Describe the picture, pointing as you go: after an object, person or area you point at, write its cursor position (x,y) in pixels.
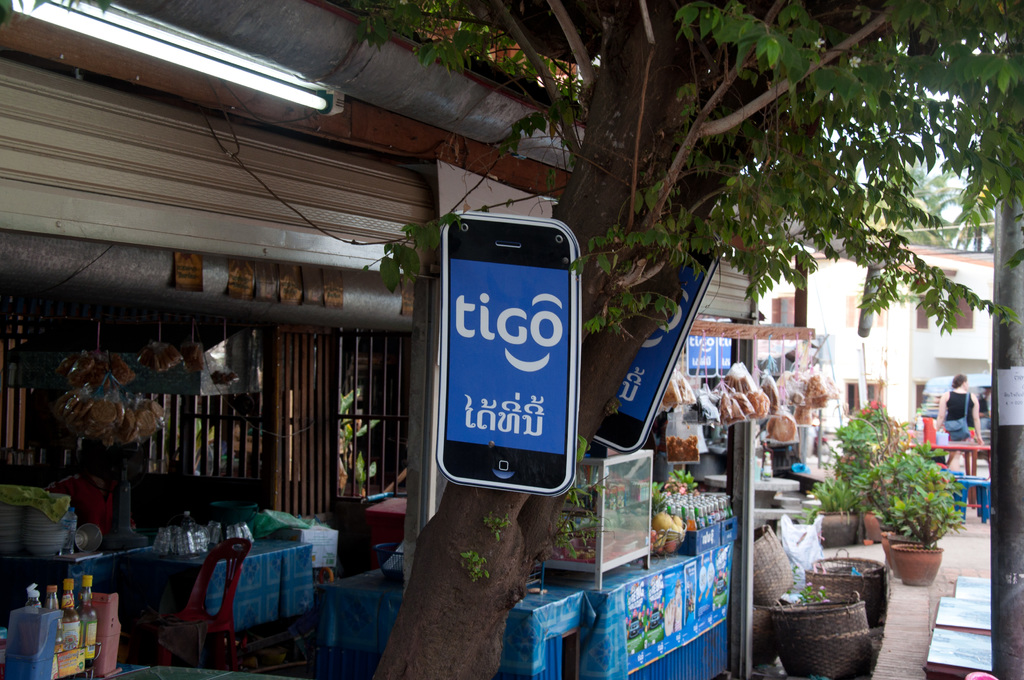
In this picture on the right side (996,494), we can see a pole (1023,315) and a woman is wearing a back pack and standing behind the table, flower pot (939,550), plant (939,536), buildings (933,350). In the middle (548,451), we can also see a tree (688,171), mobile (487,476). On the left side (155,513), there is a stall (284,471), table (331,586), chairs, tube light (238,70).
